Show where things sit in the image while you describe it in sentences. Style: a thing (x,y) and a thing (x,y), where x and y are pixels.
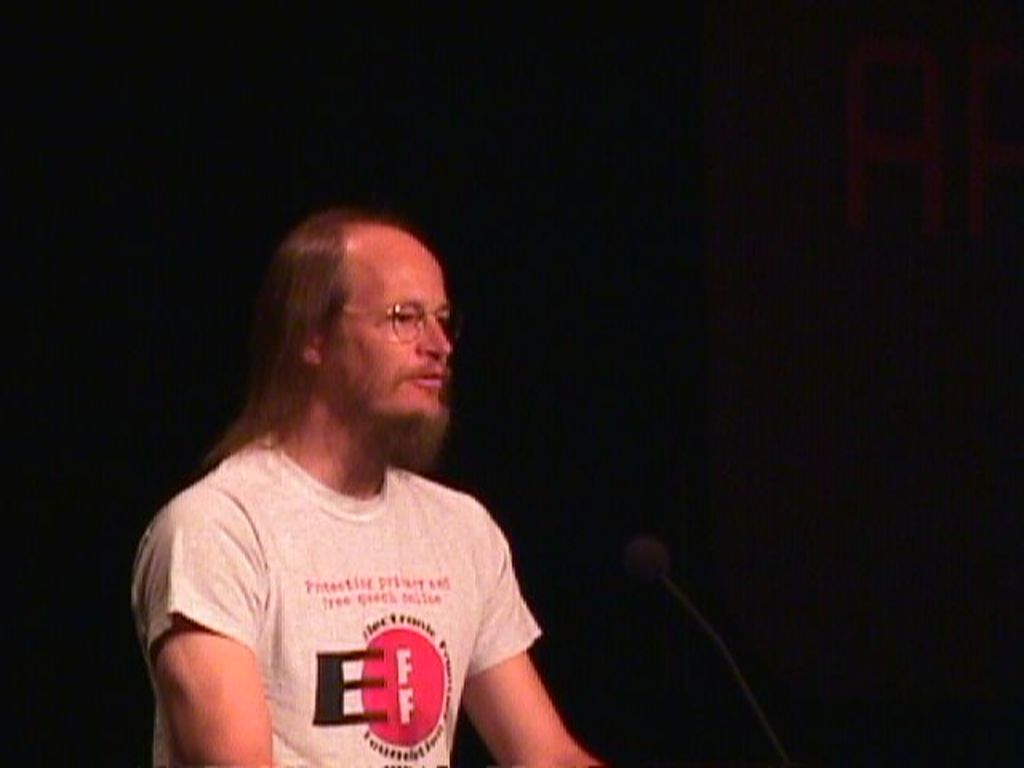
In this image I can see a person (424,403) wearing white, red and black colored t shirt (361,564) and I can see a microphone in front of him. I can see the black colored background (646,473).
